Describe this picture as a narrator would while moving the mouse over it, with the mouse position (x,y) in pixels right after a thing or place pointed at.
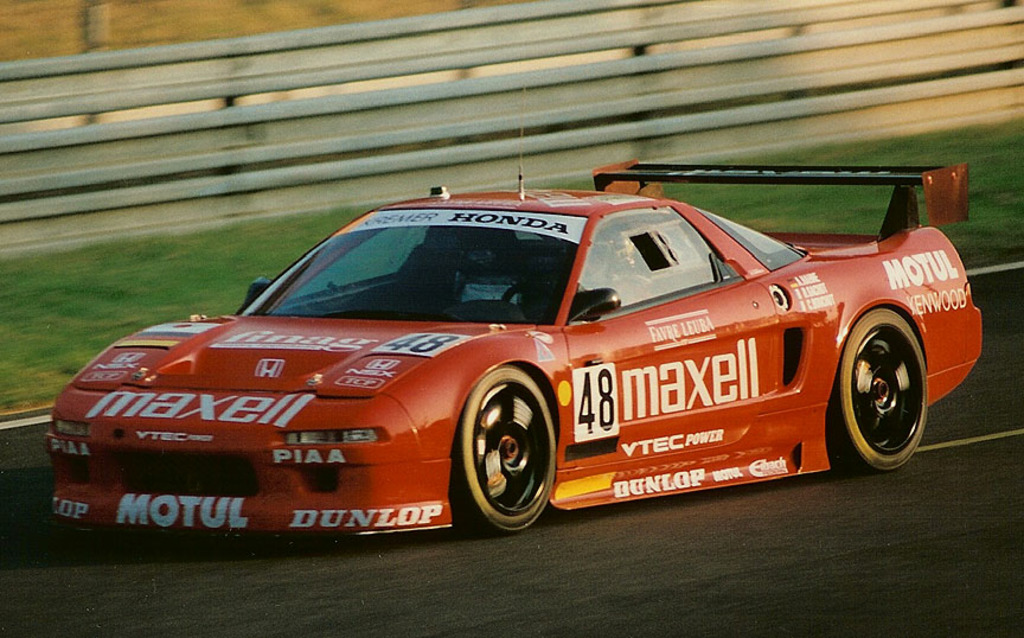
In this image we can see a person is riding car (632,313) on the road (625,603). In the background (574,120) we can see fence (268,65) and grass (116,278) on the ground (77,17).
